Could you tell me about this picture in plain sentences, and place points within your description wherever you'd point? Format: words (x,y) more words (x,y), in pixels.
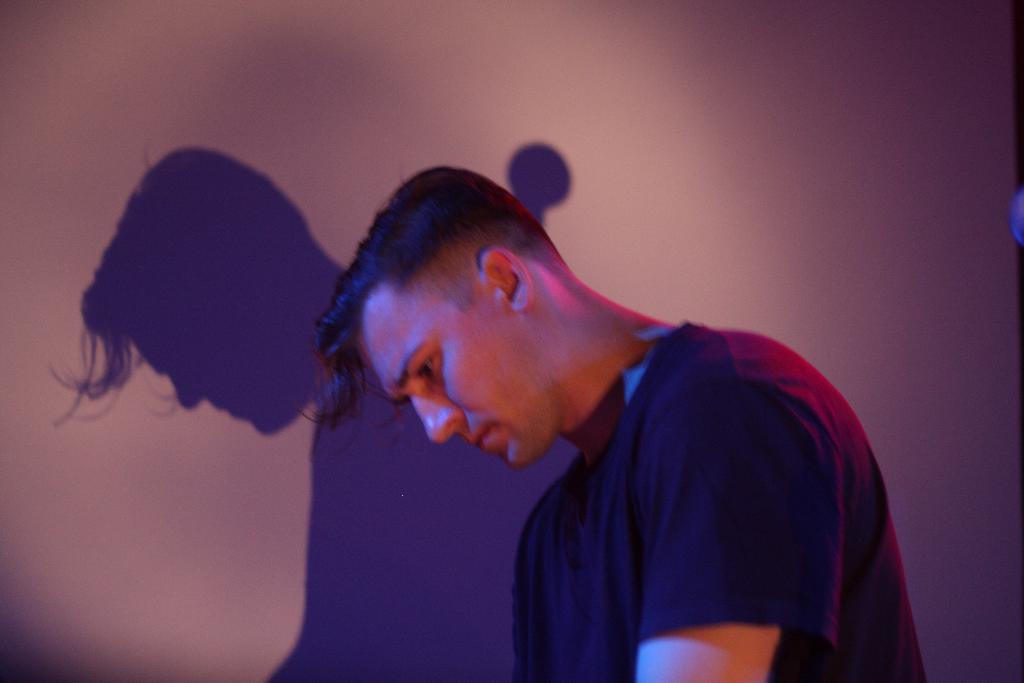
In this image I can see a man (552,398) standing beside him there is a shadow (379,642) on the wall (135,428) with shadow (459,602) of man (689,638).
